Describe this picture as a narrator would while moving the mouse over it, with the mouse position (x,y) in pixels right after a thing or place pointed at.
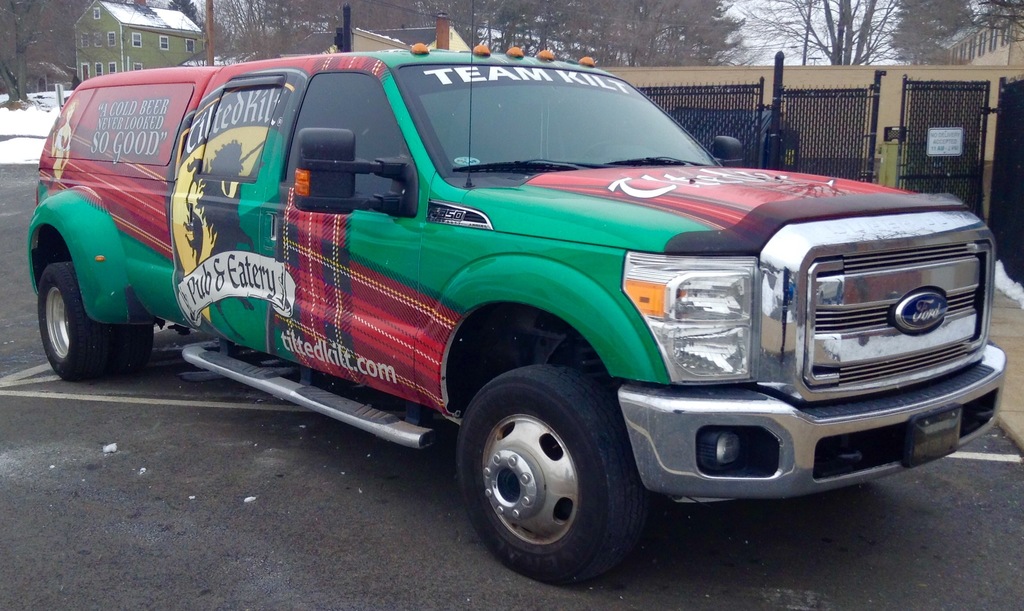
In this picture I can observe a vehicle (203,309) on the road (140,427). This vehicle (361,403) is in green, red and black colors. In the background (264,41) there are trees (360,26) and a house (134,40).
